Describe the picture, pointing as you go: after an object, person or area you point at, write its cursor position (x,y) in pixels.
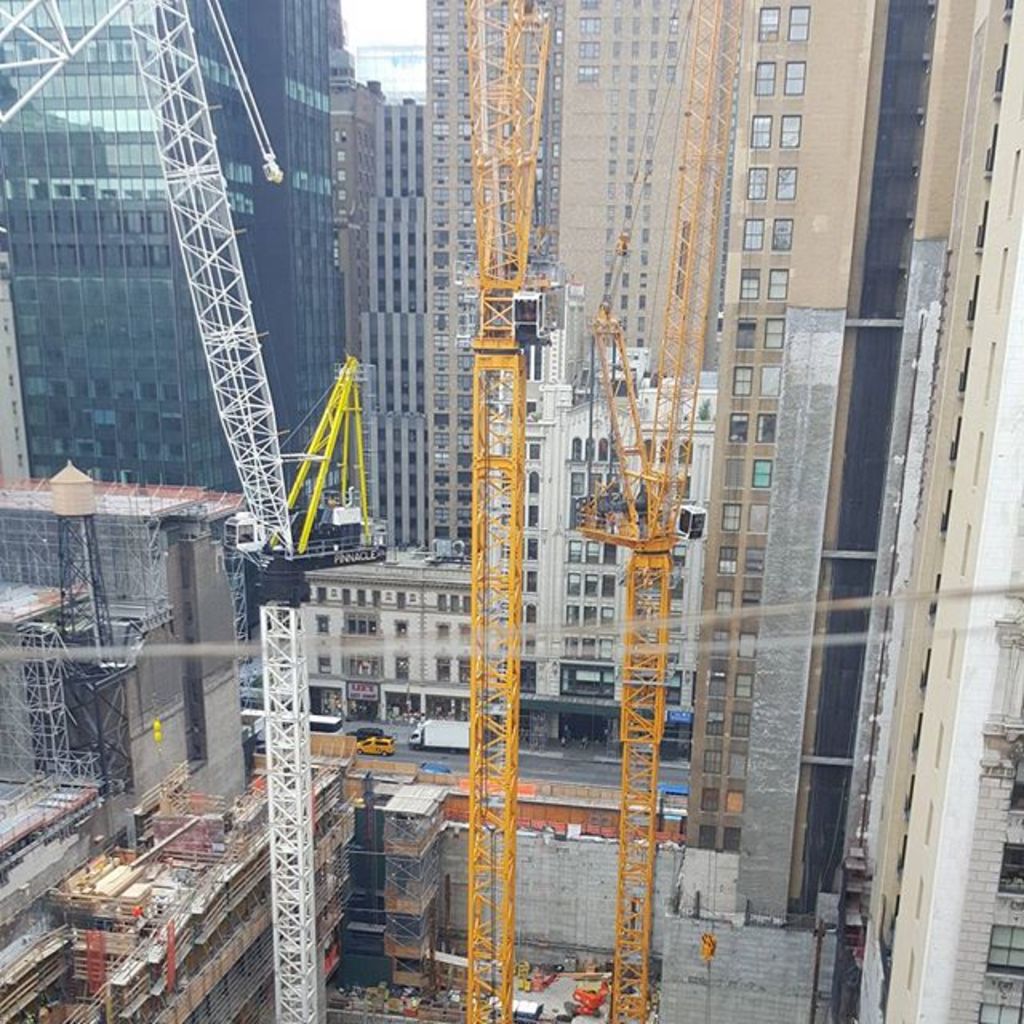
In the center of the image (421,392) we can see the towers (480,592), buildings (534,498). At the bottom of the image (142,977) we can see the roof (155,873) and some vehicles (449,733), poles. In the middle of the image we can see the road (657,762). At the top of the image (365,41) we can see the sky (412,19).
